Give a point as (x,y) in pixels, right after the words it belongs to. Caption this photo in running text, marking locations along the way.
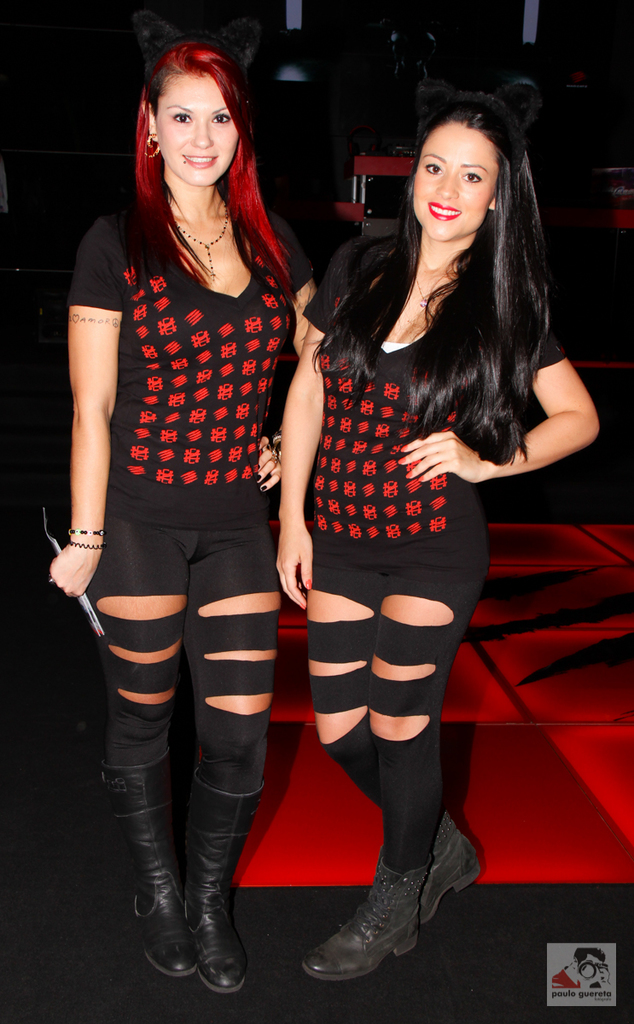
In the center of the picture (318,395) there are two women (287,403) wearing black dress (350,386), behind him it is floor (528,658). The floor (547,594) is red. In the background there are chairs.
